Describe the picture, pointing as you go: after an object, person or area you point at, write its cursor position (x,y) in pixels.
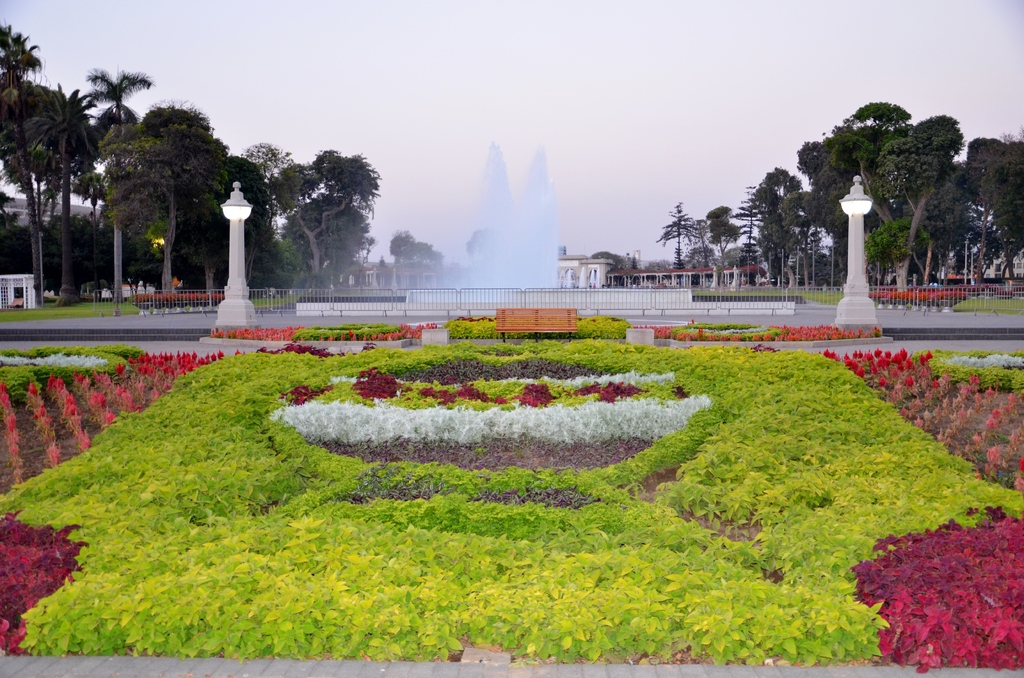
In the center of the image (470,252), we can see a fountain (499,240) and in the background (183,143), there are trees (686,228), buildings (574,264), poles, lights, railings (589,292) and we can see a bench (553,330) and some stones (442,334) and there are plants (602,499). At the top (586,80), there is sky (541,76).
